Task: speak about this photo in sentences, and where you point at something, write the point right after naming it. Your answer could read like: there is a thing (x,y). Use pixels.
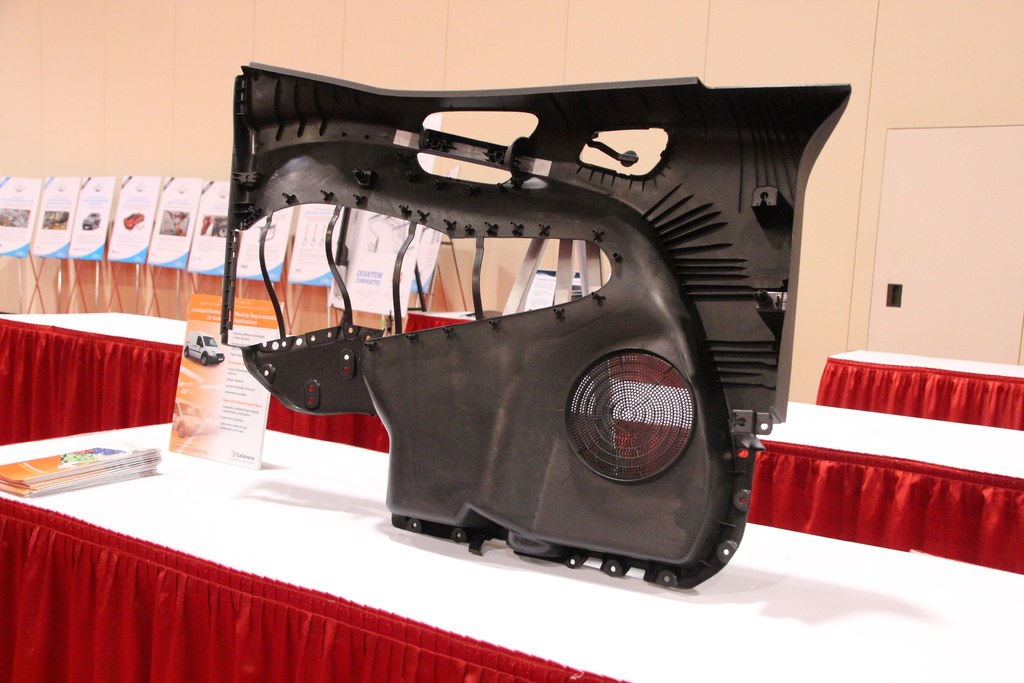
This image is taken indoors. In the background (151,120) there is a wall (918,117) and there are many boards (94,234) with text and a few images (219,235) on them. There are a few tables (933,483) with tablecloths (846,419). At the bottom of the image (565,596) there is a table (215,555) with a tablecloth (176,591), a few books (129,473) and a board (197,370) with a text (220,428) on it. In the middle of the image (455,360) there is a part of a vehicle (473,348) on the table (498,549).
